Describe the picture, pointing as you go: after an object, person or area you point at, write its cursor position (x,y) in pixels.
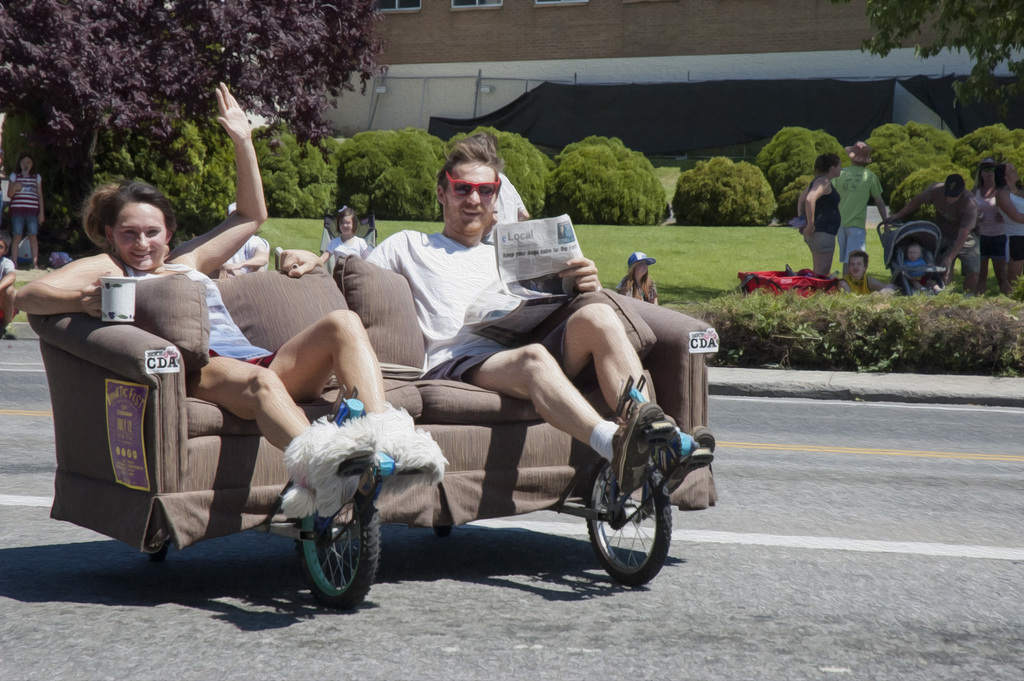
In this image there are two people (322,264) sitting on the sofa (494,515). At the bottom of the image (840,551) there is a road (797,562). On the right side of the image (842,263) there are people (1004,186) standing on the grass (746,261). At the center of the image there are plants (611,156). In the background of the image (296,78) there are trees (269,132) and buildings (634,51).
